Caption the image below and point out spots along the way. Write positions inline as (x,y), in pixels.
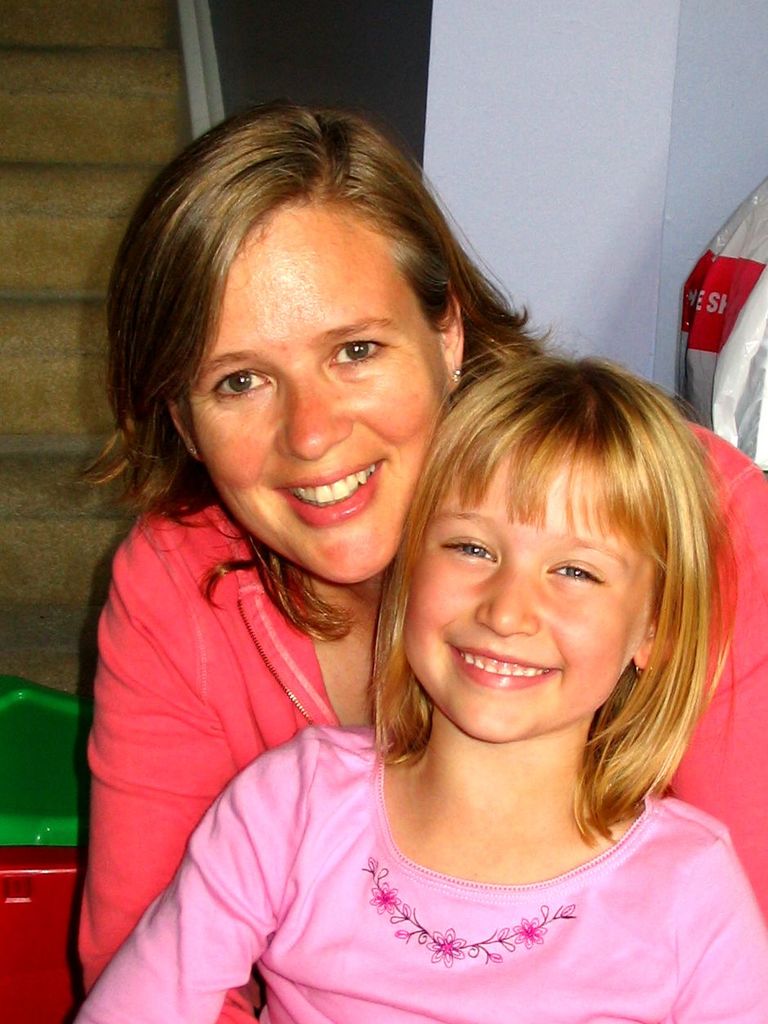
In this image in the foreground (572,404) there is one woman (366,635) and one girl (289,849) who are smiling, and in the background (522,115) there is a wall (633,147), plastic cover (704,342) and some stairs (145,140). At the bottom (42,818) there is some object (45,818).
